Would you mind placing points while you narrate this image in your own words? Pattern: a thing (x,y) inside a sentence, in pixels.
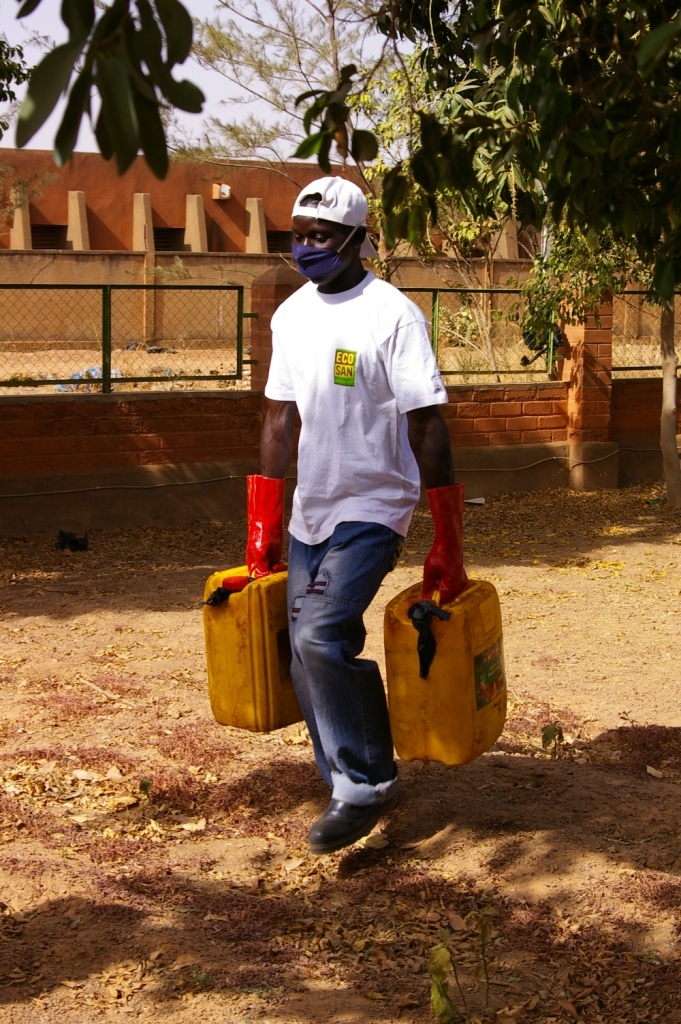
In this image a person (334,554) is holding two bottles (253,600) in his hand (440,580) by wearing gloves (248,538). He is walking on the land (320,795). He is wearing mask (327,252) and a cap (332,219). Behind him there is a wall (17,411) having fence (96,302) on it. Behind it there is a building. Top of image (475,221) there are few trees (369,80) and leaves (525,143).
